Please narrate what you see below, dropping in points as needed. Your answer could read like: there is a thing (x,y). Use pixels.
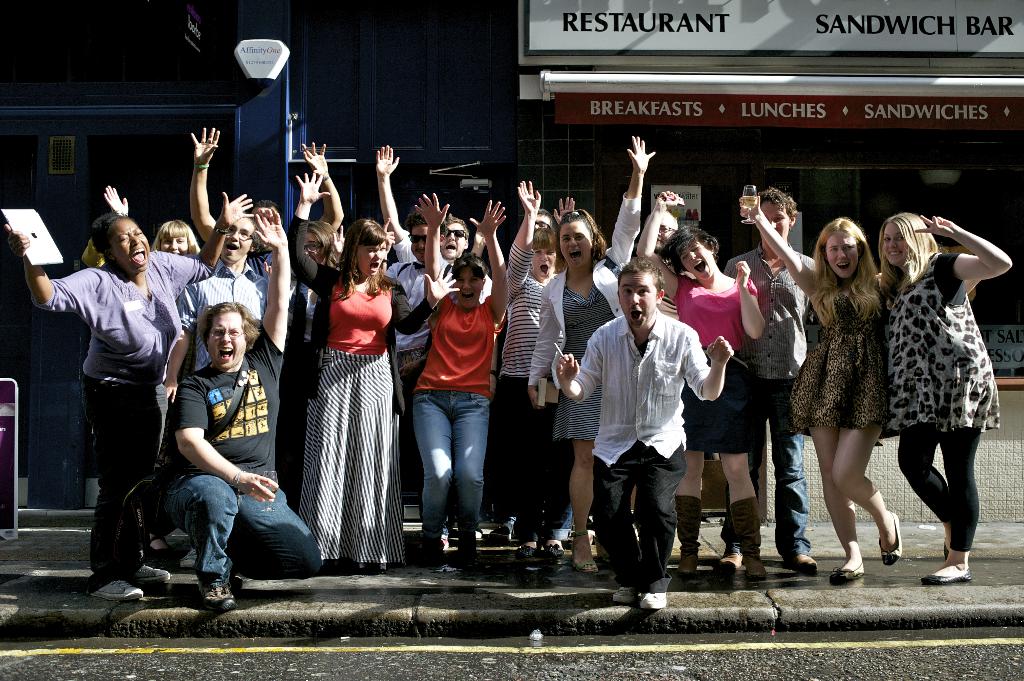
There are persons (753,263) in different color dresses (270,357), laughing on a platform (174,569). Beside this platform (400,565), there is a road (700,662), on which there is a yellow color line (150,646). In the background (927,18), there is a hoarding (891,37) attached to a wall (436,1) of a building (457,23) and a sign board (270,62) attached to the wall (279,79).
